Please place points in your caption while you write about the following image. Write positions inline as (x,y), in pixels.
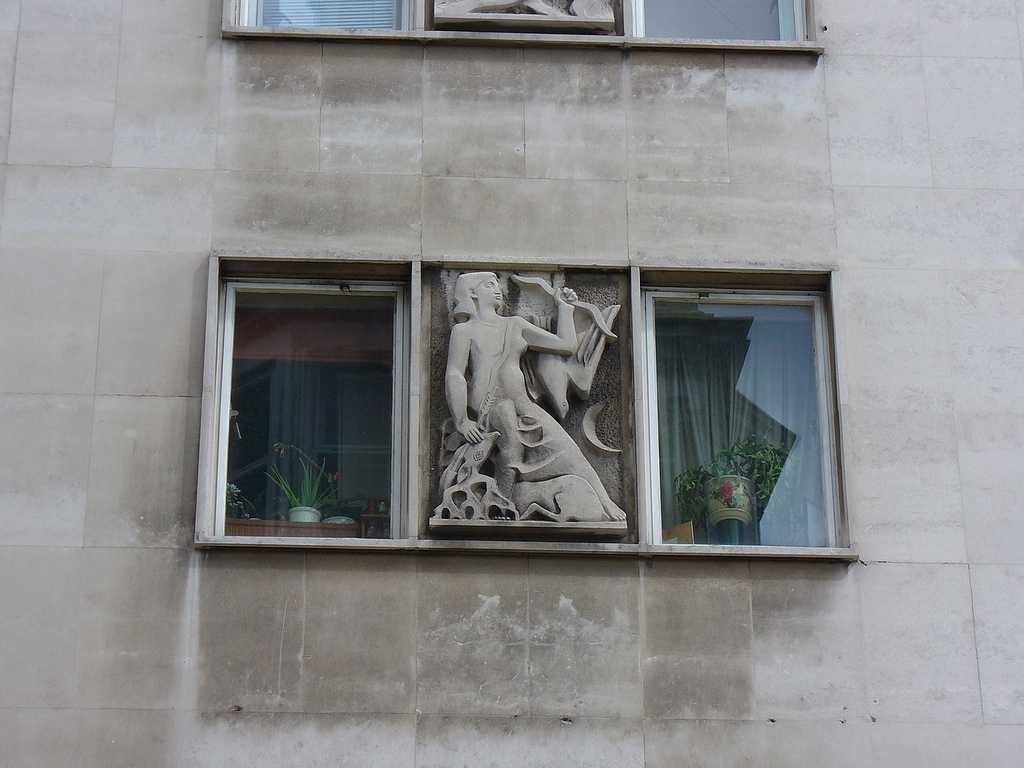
In this picture we can see a wall (100,462), there are two glass windows (285,328) and a sculpture (525,412) in the middle (526,377), from these glasses (712,450) we can see plants (310,497) and curtains (729,381).
